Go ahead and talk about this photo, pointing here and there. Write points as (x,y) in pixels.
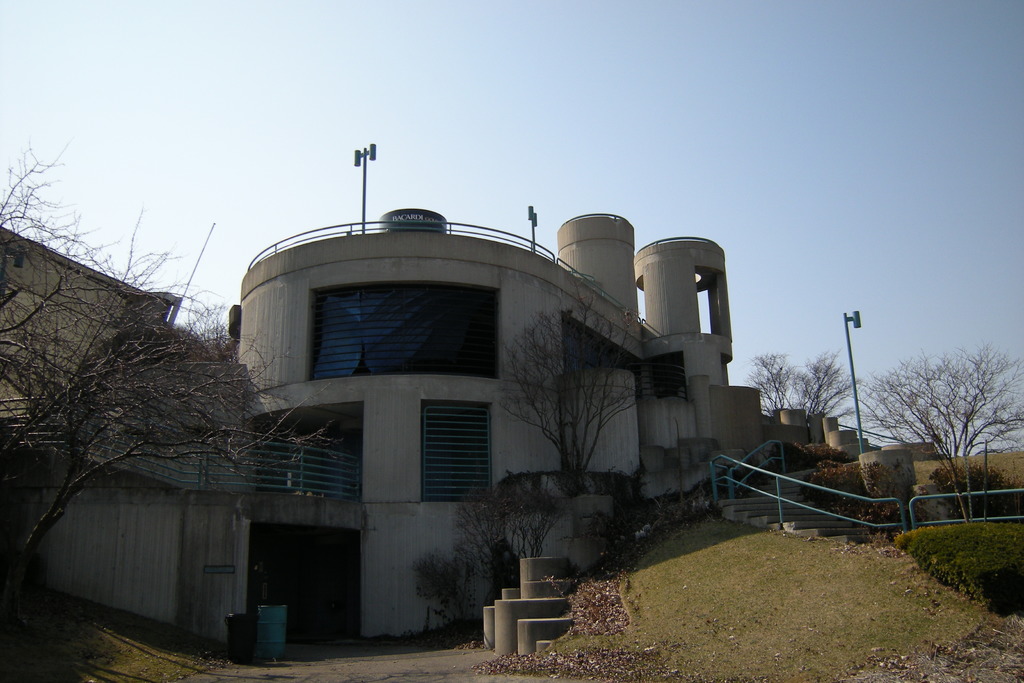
Here we can see a building (654,280), trees (192,405), plants (965,581), grass (873,621), bins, and poles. In the background (360,202) there is sky (702,119).
